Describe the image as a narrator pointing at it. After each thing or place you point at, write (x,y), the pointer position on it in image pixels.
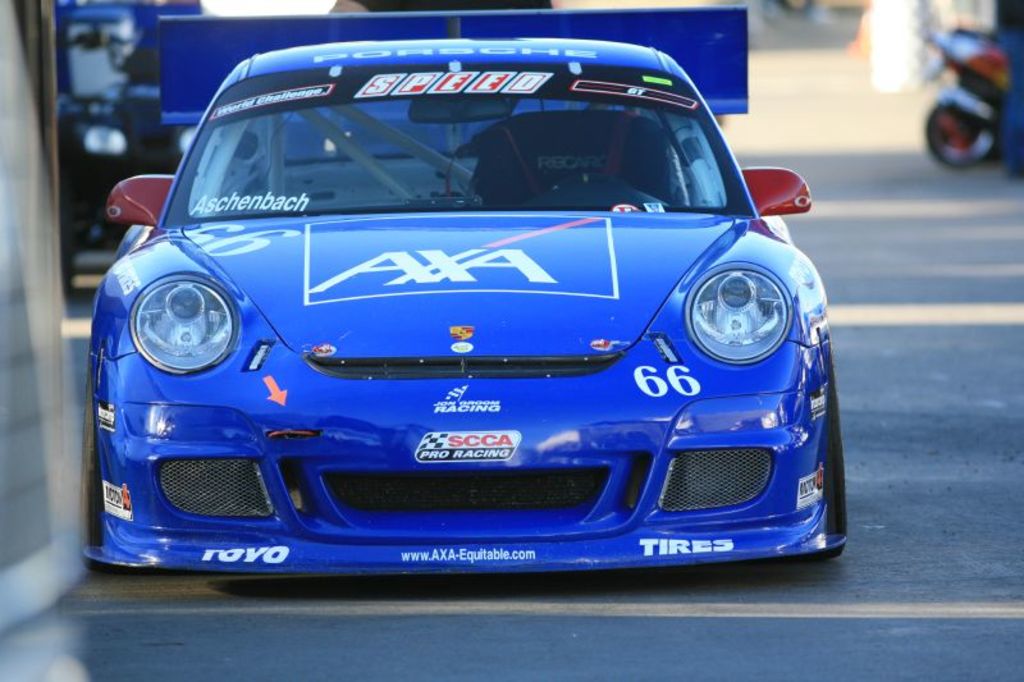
In this picture we can observe a blue color car (305,307) on the road (905,492). We can observe red color mirrors (780,203) to this car (701,223). On the right side (951,130) there is a bike (959,91) parked here. In the background (863,89) it is completely blur.
